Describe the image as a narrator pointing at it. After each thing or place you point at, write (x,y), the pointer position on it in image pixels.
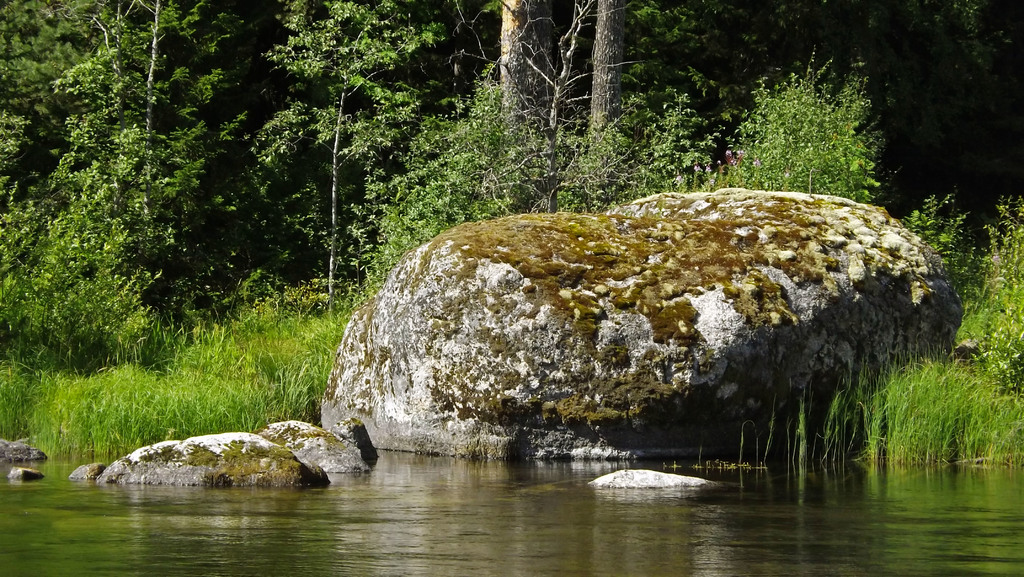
In this image I can see water (390,471), grass (237,364), number of trees (434,197) and few rocks (132,480).
